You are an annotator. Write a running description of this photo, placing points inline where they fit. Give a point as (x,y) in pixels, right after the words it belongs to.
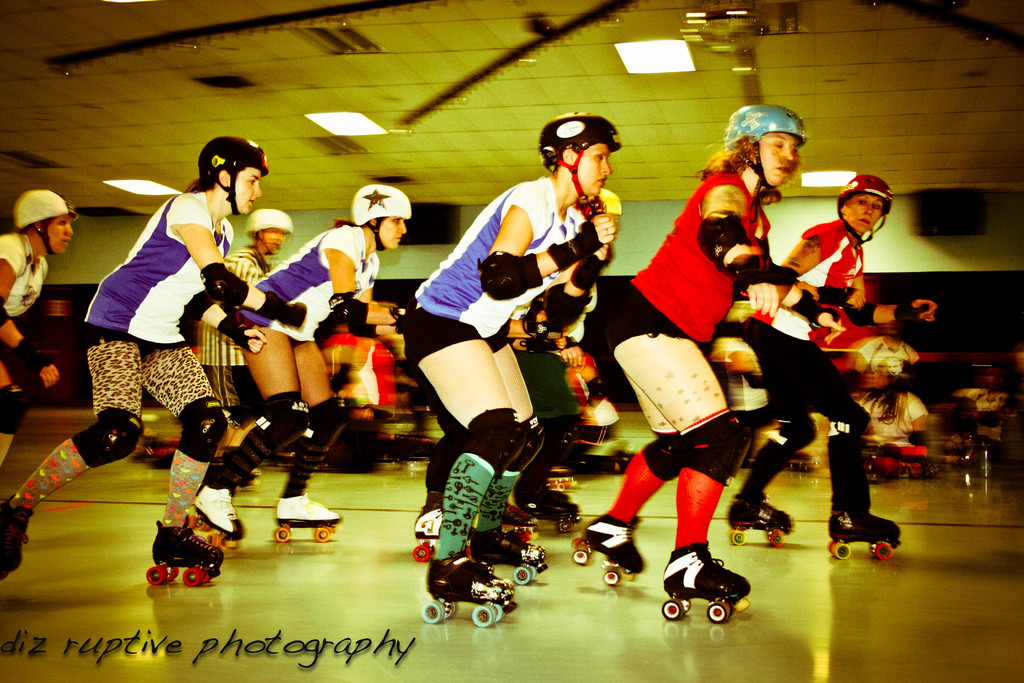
In this picture there are people (477,421) skating on the floor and wore helmets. In the background of the image (939,366) it is blurry and we can see people (920,432) and wall (950,393). At the top of the image (298,174) we can see ceiling (471,185), lights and an object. In the bottom left side of the image (271,645) we can see text (41,646).
